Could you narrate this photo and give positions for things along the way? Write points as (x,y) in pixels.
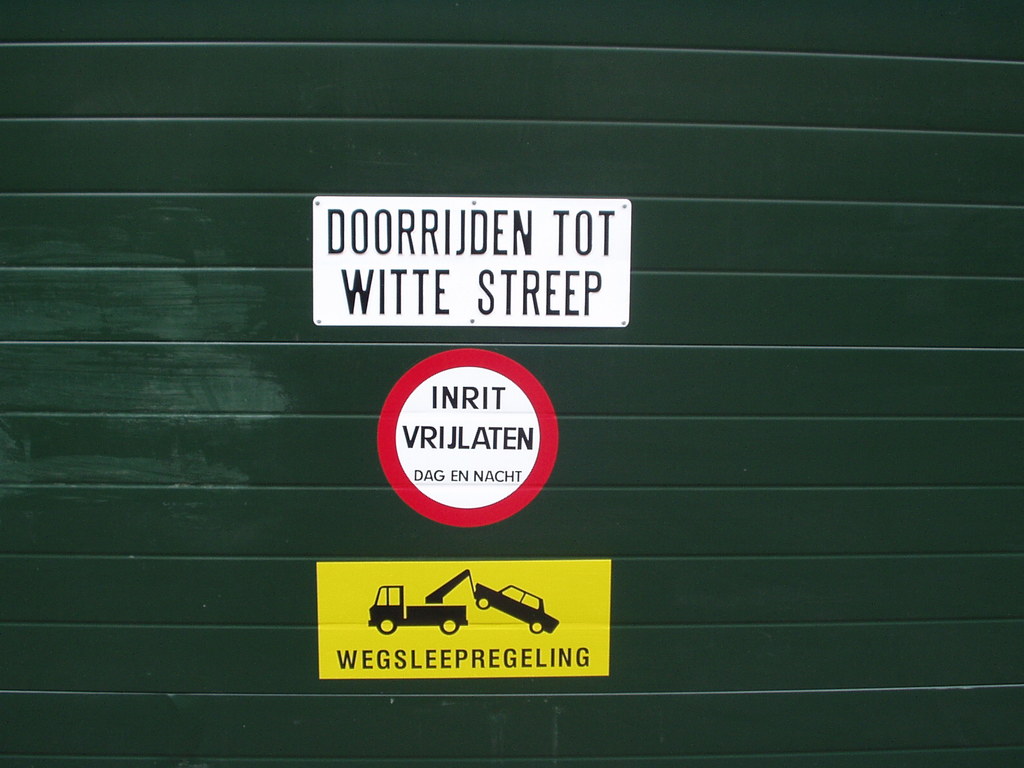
In this picture, it seems like stickers (477,491) on the wall (379,493).
